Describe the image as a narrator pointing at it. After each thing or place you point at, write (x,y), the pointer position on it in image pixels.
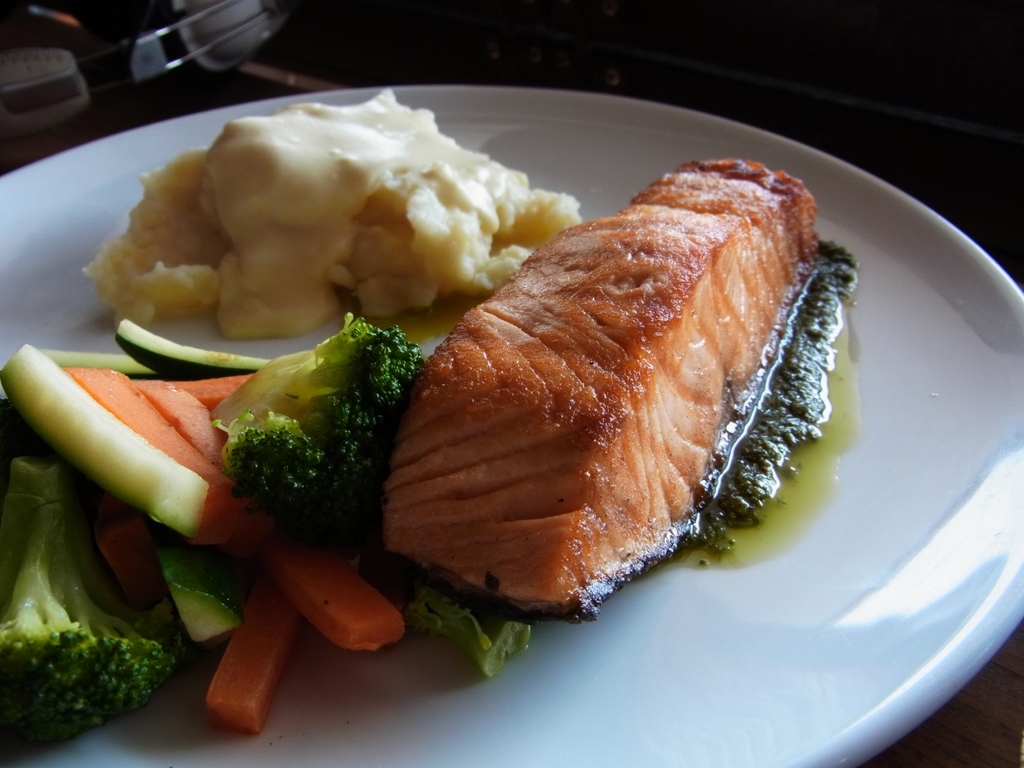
In this image we can see food (443,413) in a plate (196,714) which is on a wooden platform (984,708). At the top of the image (91,48) we can see an object (73,83).
